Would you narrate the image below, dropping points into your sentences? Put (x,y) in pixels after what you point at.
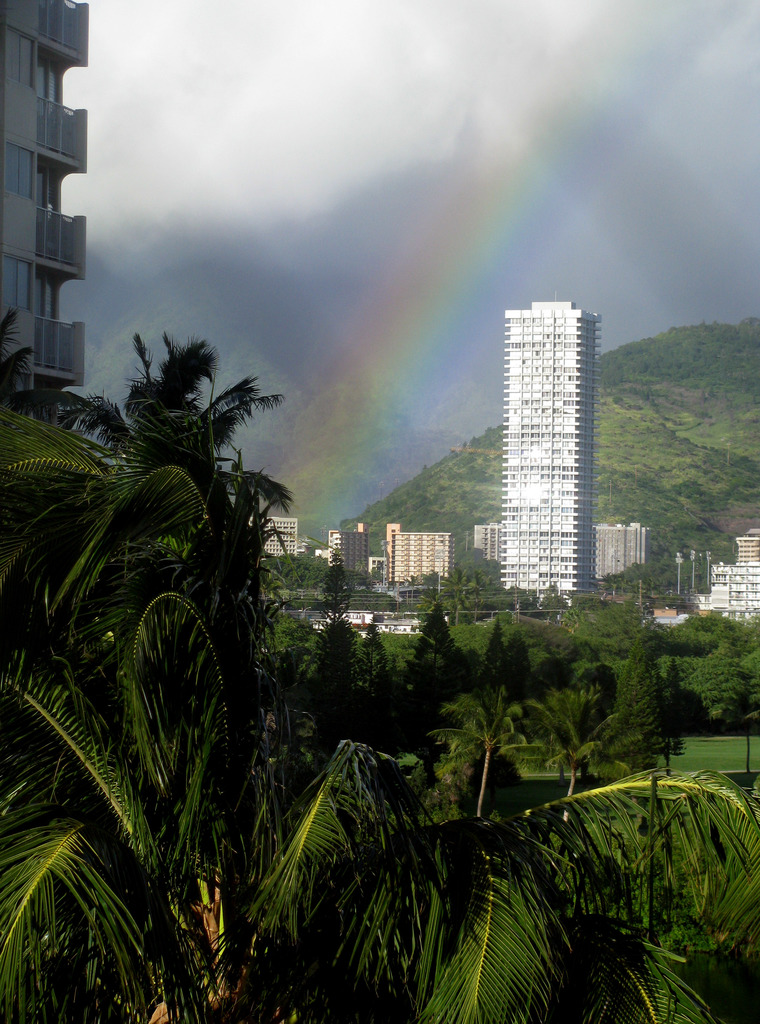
In this image I can see few trees (379,750) in green color, buildings (573,414). In the background (500,360) I can see the rainbow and the sky (242,192) is in white and gray color.
